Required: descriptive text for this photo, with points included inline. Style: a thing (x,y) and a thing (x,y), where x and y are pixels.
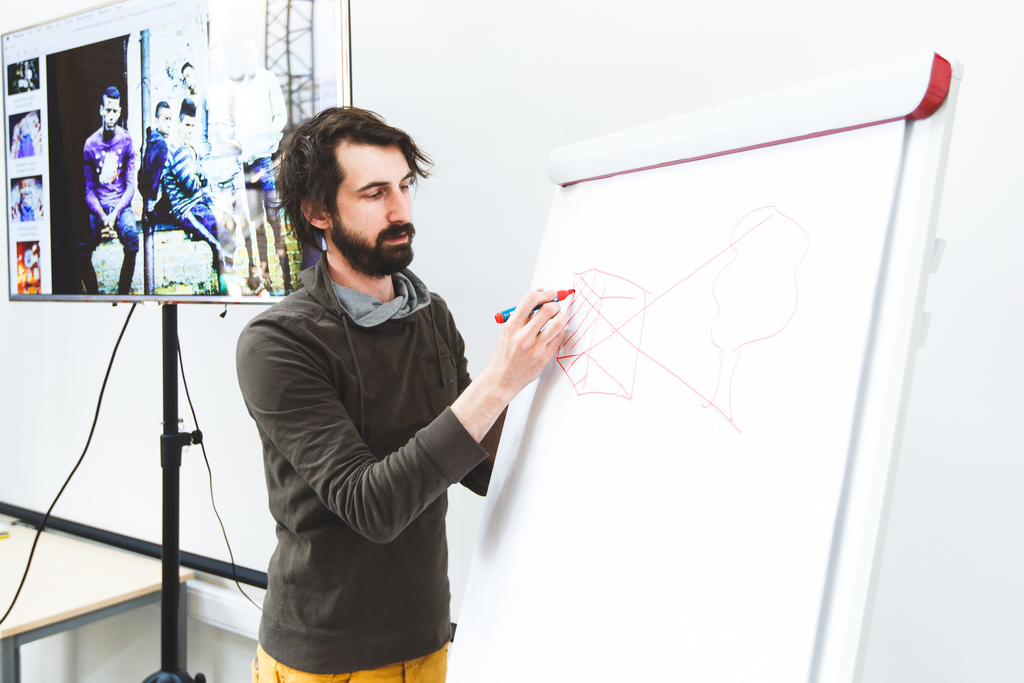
In this image we can see a person (368,356) standing and holding a pen (497,315), in front of him we can see the board (695,301) with paper (714,293). And we can see the screen (162,170), in the screen (146,156) there are people (211,223). At the bottom (78,588), we can see the table (140,566) and in the background (438,94), we can see the wall (824,44).
